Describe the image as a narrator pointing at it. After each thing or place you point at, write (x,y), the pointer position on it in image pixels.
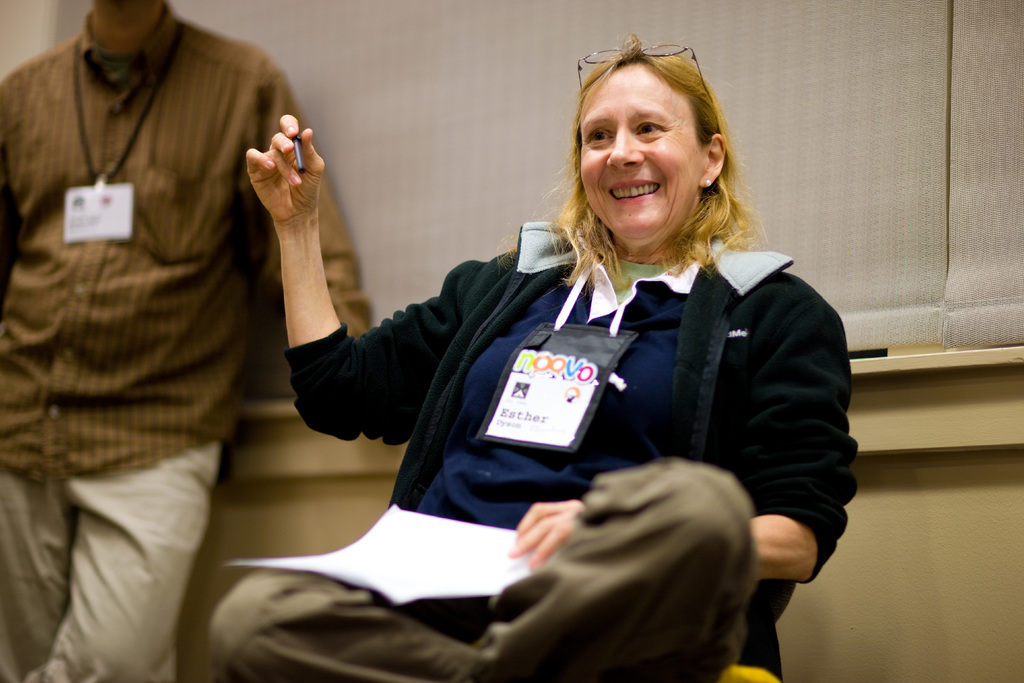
There is a woman (750,450) sitting and holding a pen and paper (424,550) and wore glasses (680,52) and tag (580,337). In the background (47,228) there is a person (120,415) standing and we can see wall (976,672) and curtains (955,75).
